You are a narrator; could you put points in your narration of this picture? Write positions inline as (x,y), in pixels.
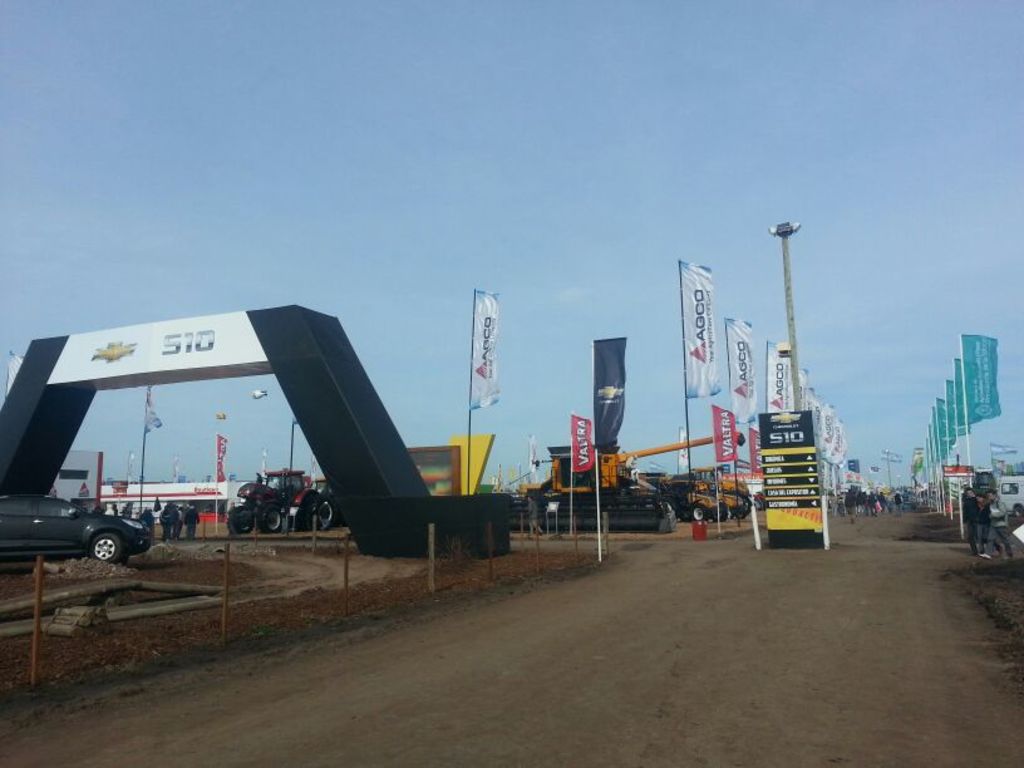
In this image I can see few banners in multi color and I can see few vehicles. Background (898,438) I can see few persons (1002,510) walking and the sky (516,155) is in blue color.
